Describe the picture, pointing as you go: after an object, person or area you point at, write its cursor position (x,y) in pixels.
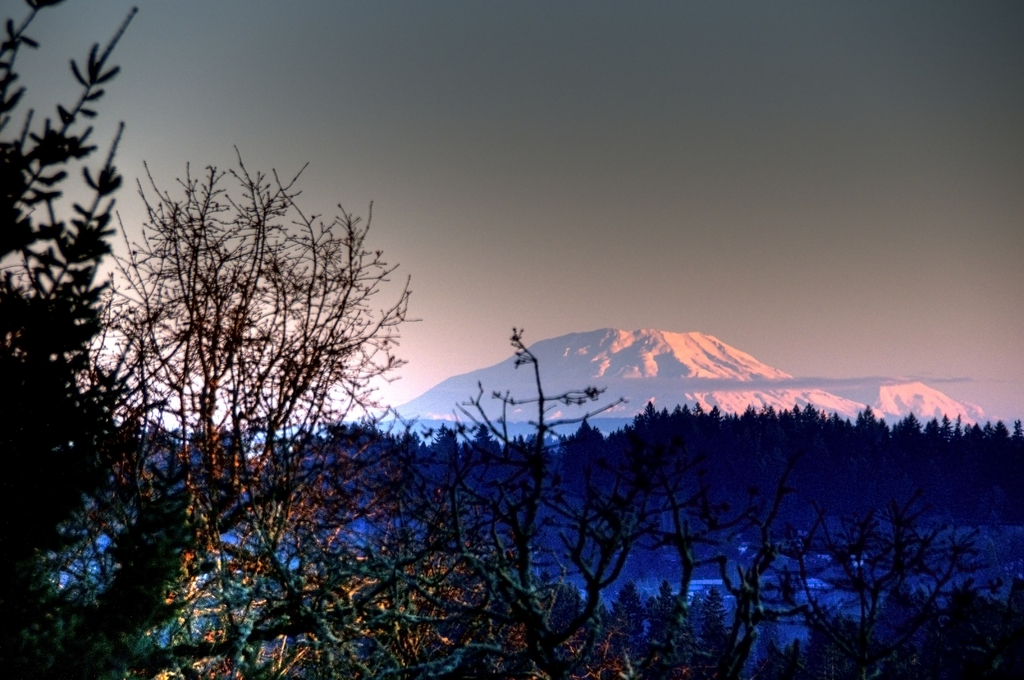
In this image, we can see trees (328,491) and mountains (601,401). At the top (469,89), there is sky (416,84).
